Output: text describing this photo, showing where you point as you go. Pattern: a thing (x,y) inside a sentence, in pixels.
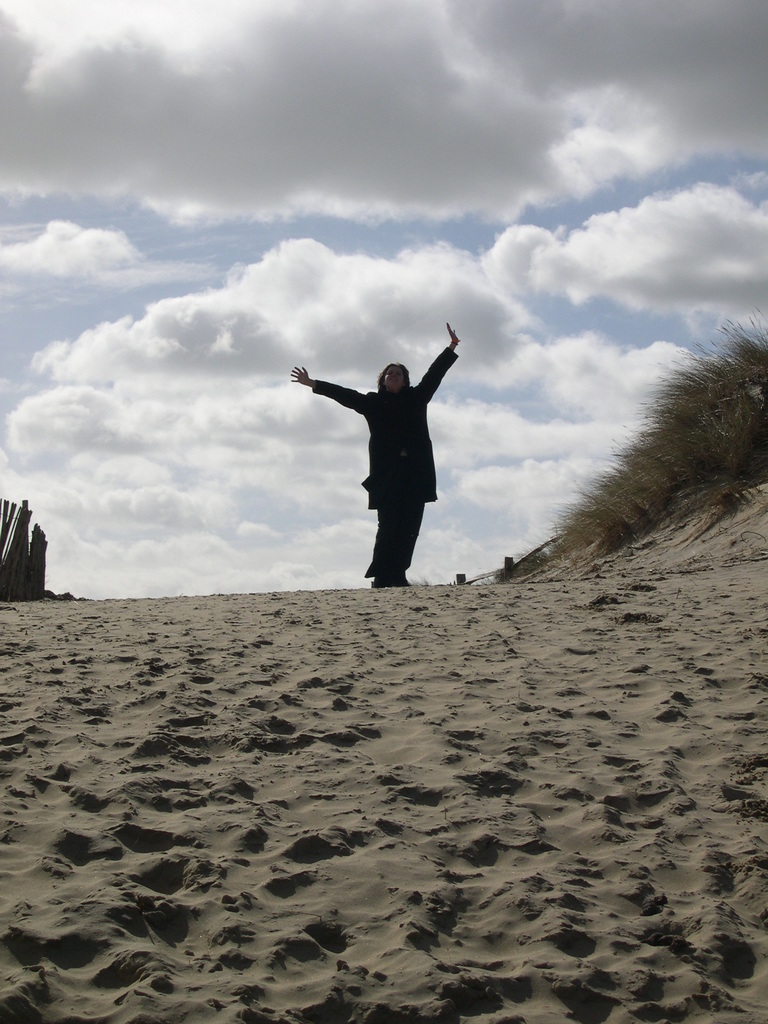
In this picture I can see a person (398,446) standing on the surface (412,739). I can see sand (444,739). I can see clouds (430,276) in the sky (358,332).
